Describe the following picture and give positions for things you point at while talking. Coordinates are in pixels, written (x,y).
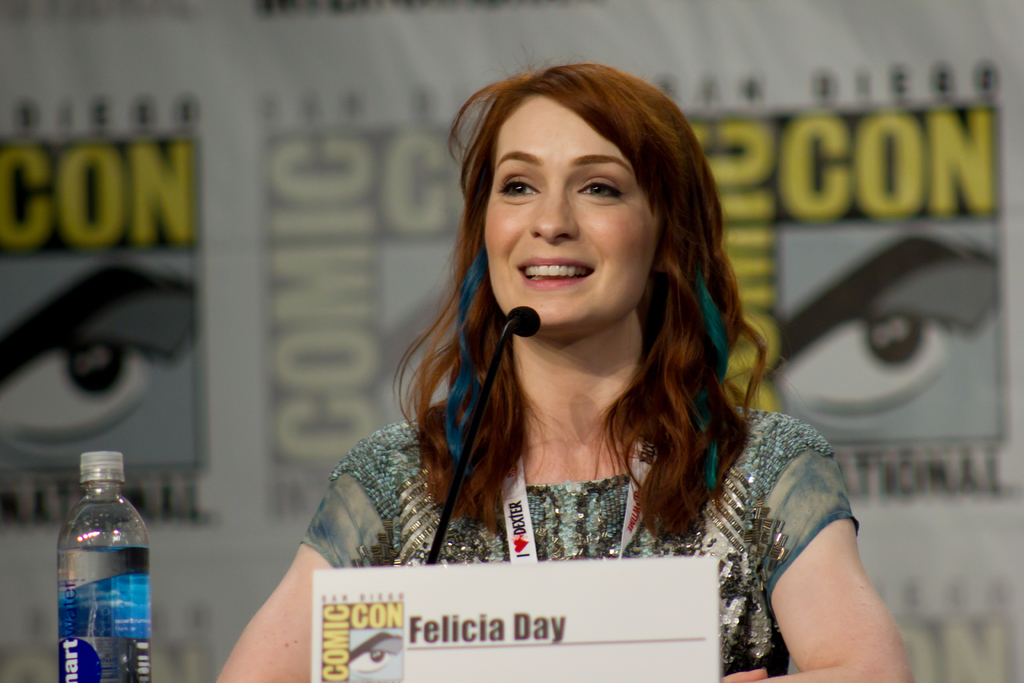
This picture shows a woman (264,678) seated and we see a smile (556,284) on her face (523,272) and speaking with the help of a microphone (516,310) and we see a water bottle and we see a advertisement hoarding (305,229) on her back (551,18).
